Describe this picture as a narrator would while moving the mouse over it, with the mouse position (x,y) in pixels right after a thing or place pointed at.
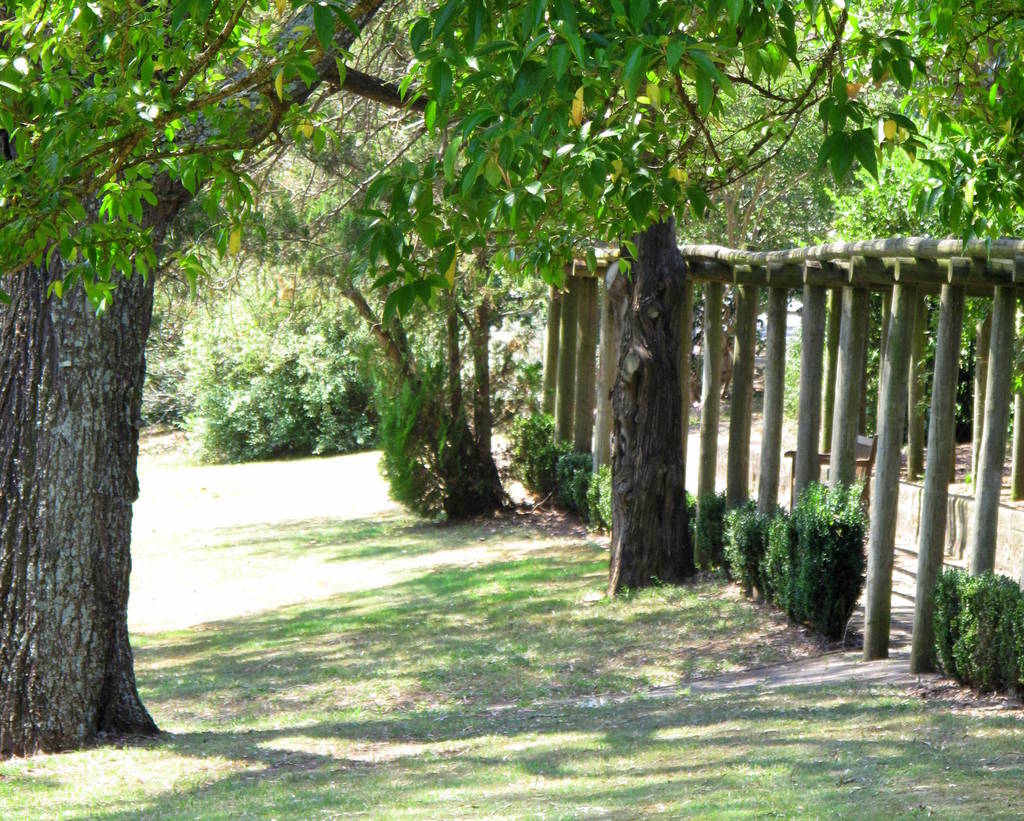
In this image we can see trees (521,376), poles (808,418), plants (949,619), grass (471,647).
